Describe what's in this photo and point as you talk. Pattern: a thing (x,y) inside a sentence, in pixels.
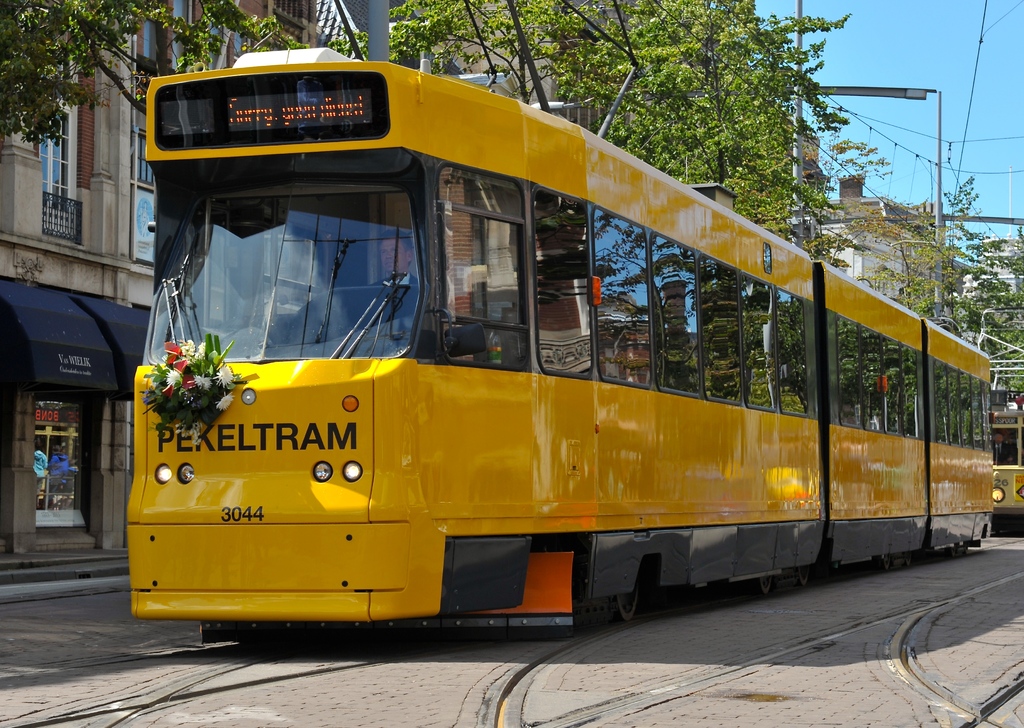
In this image I can see few buildings (100,162), trees (638,21), windows (61,186), vehicles (617,264), stores (112,323), poles (797,198) and wires (974,77). The sky (925,163) is in blue color.
